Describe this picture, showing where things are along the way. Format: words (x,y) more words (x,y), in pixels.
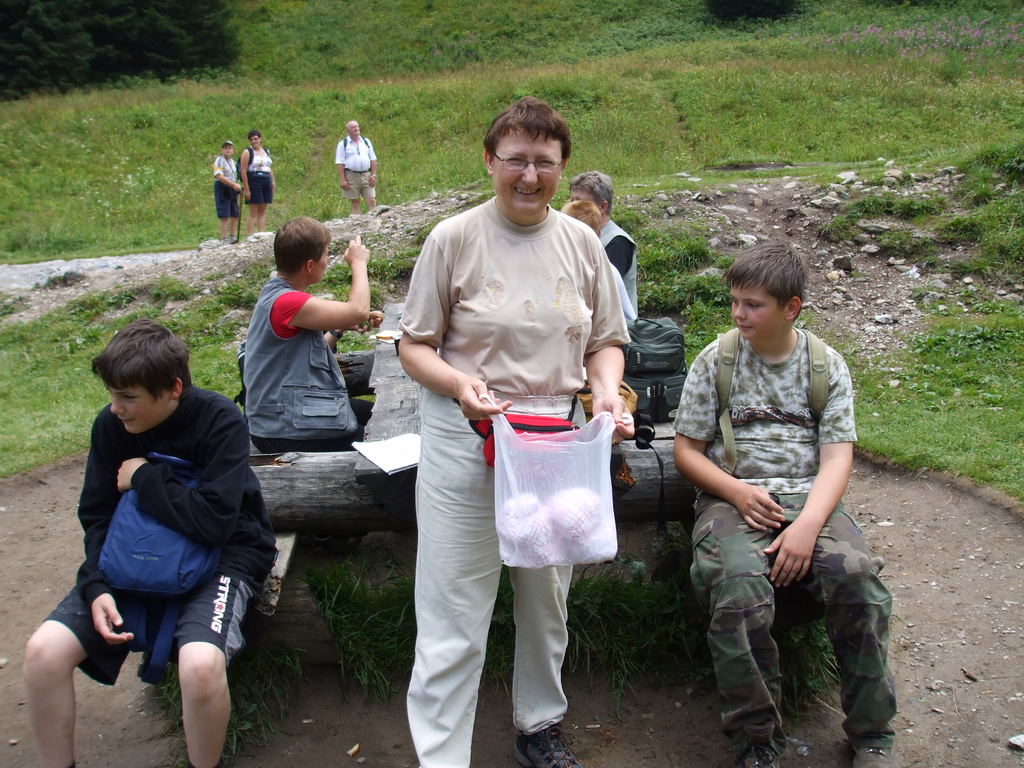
In this image there are four people (267,418) are sitting on a log (650,471), and four people (461,241) standing, in the background (340,60) there is a green field (416,71).
